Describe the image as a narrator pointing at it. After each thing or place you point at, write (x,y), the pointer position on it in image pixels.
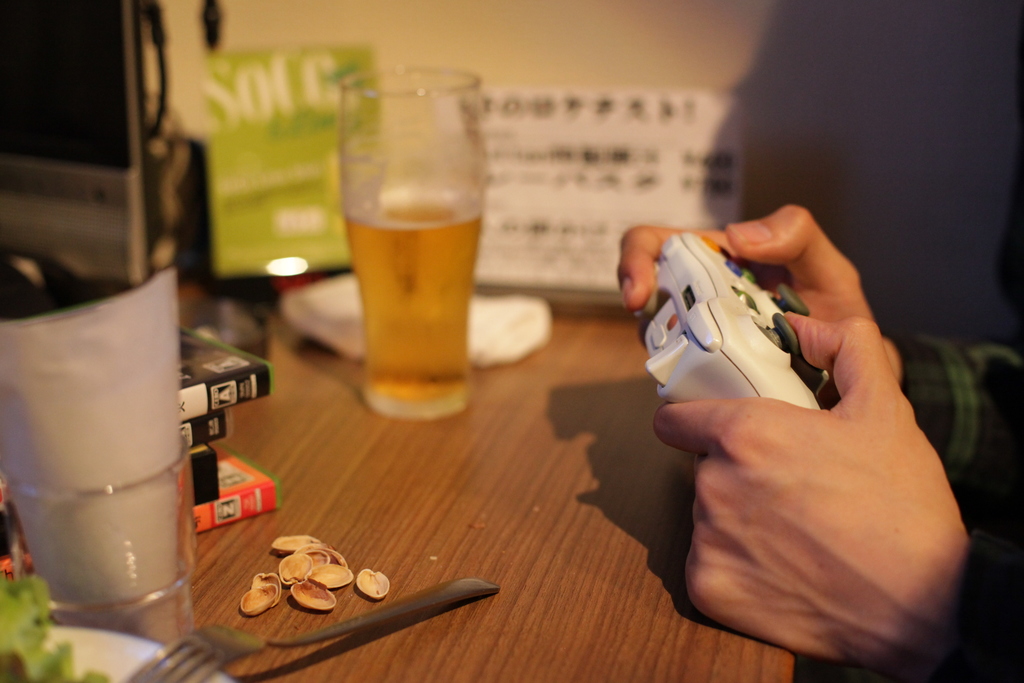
In this picture, I can see a person (731,524) holding joystick (770,322) and i can see a glass (458,308) which is half filled with beer (459,230) and few books (233,388) after that i can see a fork (210,633) and few dry fruits (327,578).
